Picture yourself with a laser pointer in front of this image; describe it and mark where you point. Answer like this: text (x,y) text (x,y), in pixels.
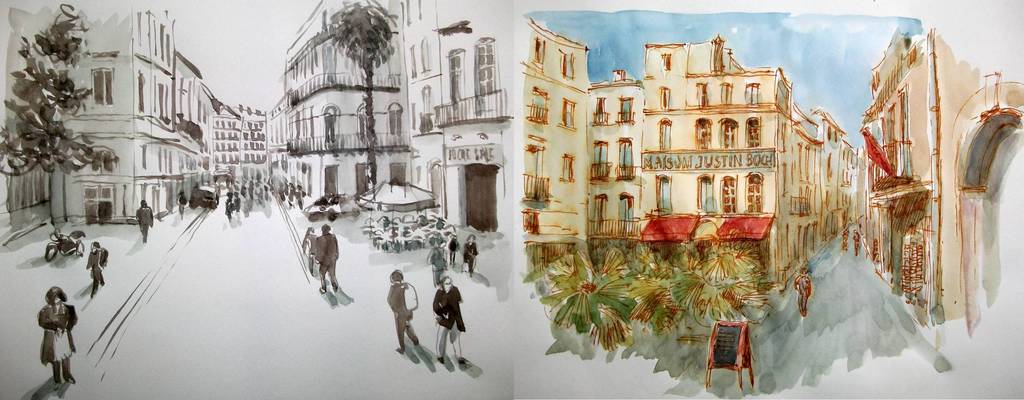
This is the collage image of a painting. On the left side of the image (205,163) there are buildings (236,117) and trees (50,115), in the middle of the buildings (419,163) there are few people (91,269) standing and walking on the road (126,298) and there are few vehicles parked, there is a canopy (420,200), beneath that there is a table (389,224) and chairs (407,228) are arranged. In the background (270,33) there is the sky (257,33). On the right side of the image (834,235) there are buildings (676,164), in the middle of the buildings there are few people (799,292) are walking on the road (804,344) and there is a board (719,354), behind the board (715,333) there are trees (673,285). In the background (722,34) there is the sky (754,34).
